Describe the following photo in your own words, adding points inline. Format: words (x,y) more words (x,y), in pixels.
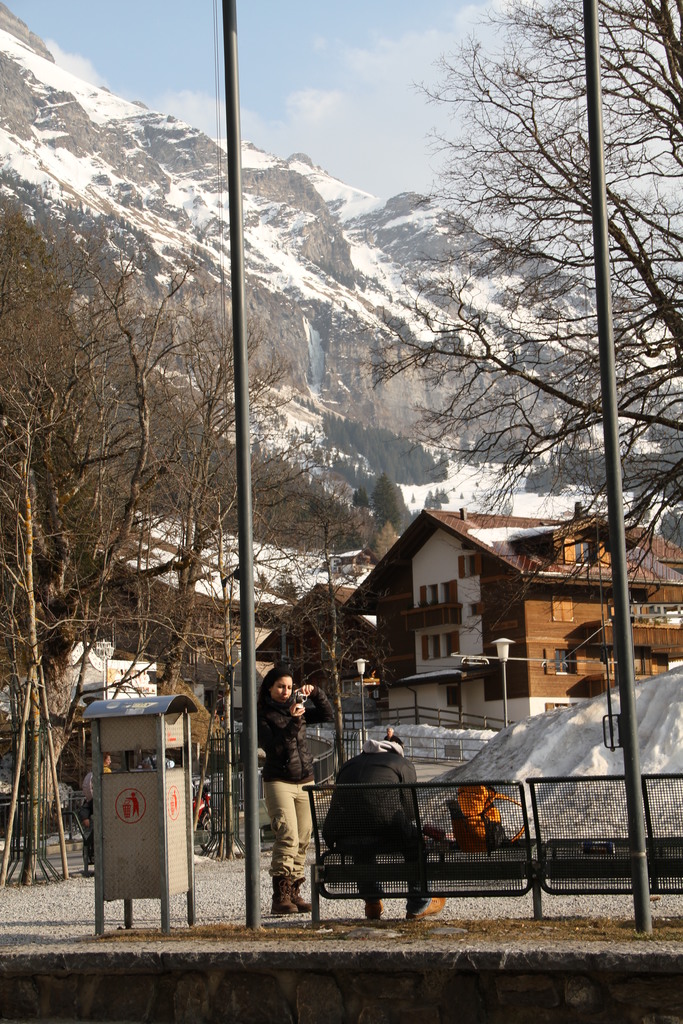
In this image there is a person (391,840) sitting on a bench (399,873). Beside the bench (314,817) there is a woman (269,772) standing and she is holding a camera (307,696) in her hand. Behind the bench (468,855) there are poles (249,915). In front of the bench (435,800) there are houses (410,587), trees (188,598) and street light poles (503,664). In the background (353,257) there are mountains (321,349). There is snow (312,462) on the mountains (398,280). At the top (358,78) there is the sky (338,78).
